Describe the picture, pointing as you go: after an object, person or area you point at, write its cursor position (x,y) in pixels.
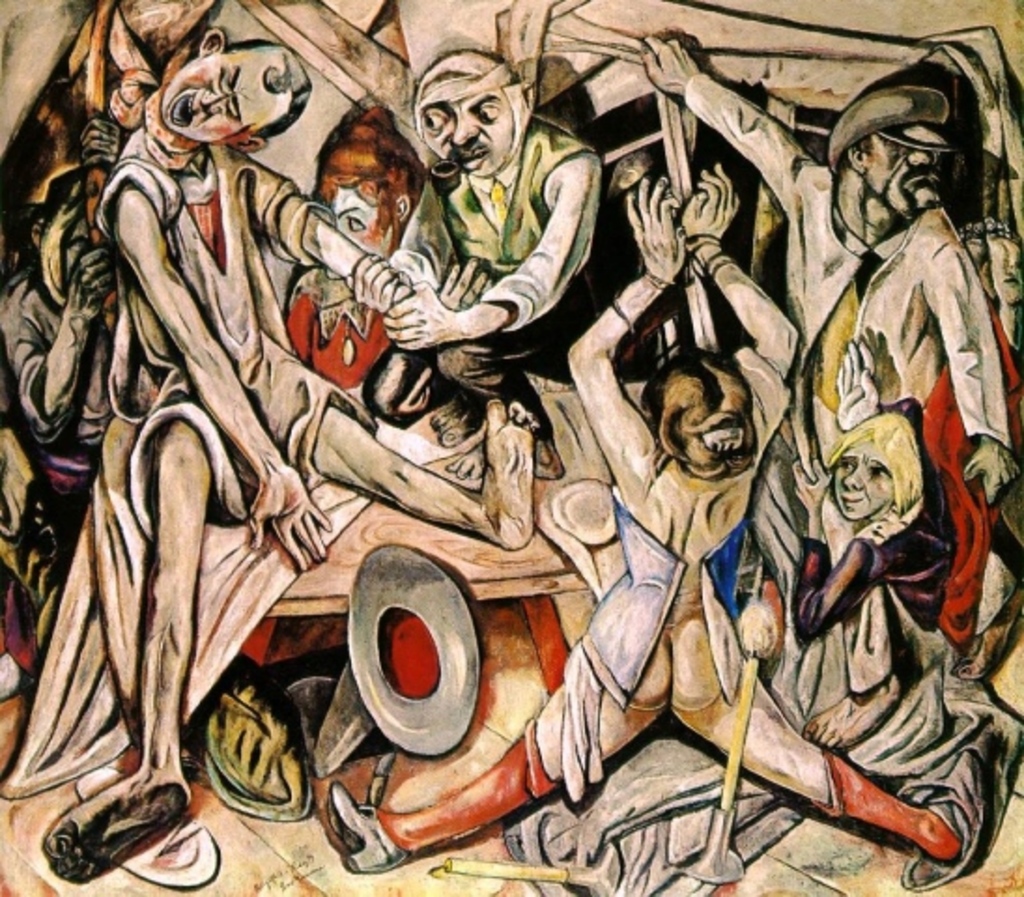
In this picture we can see drawing (591,496) of people (29,410).
